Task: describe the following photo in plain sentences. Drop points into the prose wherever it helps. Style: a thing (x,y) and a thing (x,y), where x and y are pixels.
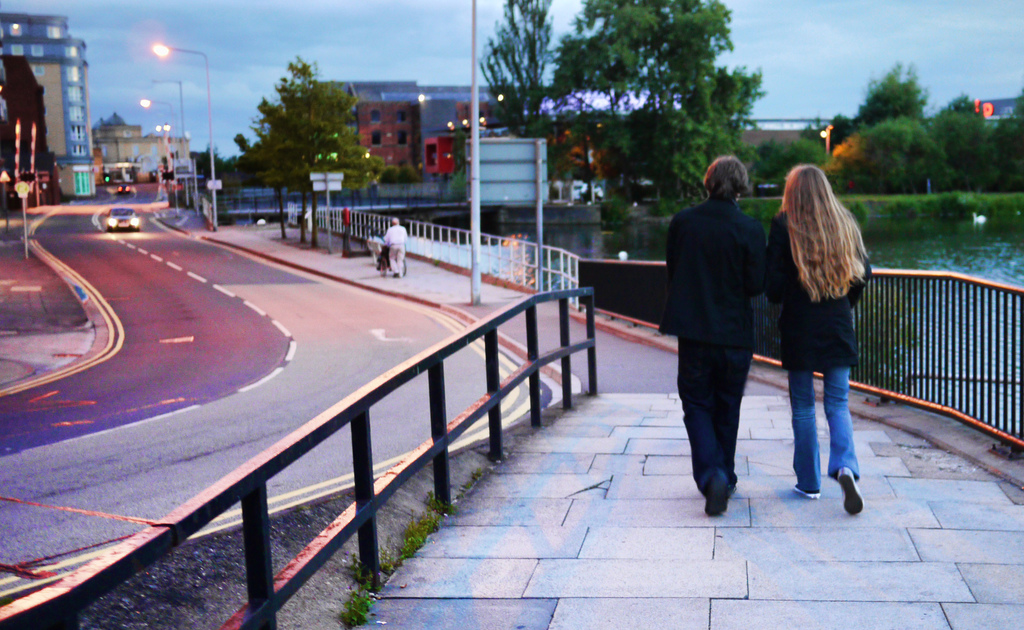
In this picture we can see three persons (831,328) walking, there is a car (124,223) traveling on the road (241,251), on the right side (993,260) we can see water (980,261), in the background (61,124) there are some buildings (430,172), trees (371,172), poles (210,153), lights (170,129), some boards (527,183) and shrubs (891,201), we can see the sky (297,13) at the top of the picture (146,58).
